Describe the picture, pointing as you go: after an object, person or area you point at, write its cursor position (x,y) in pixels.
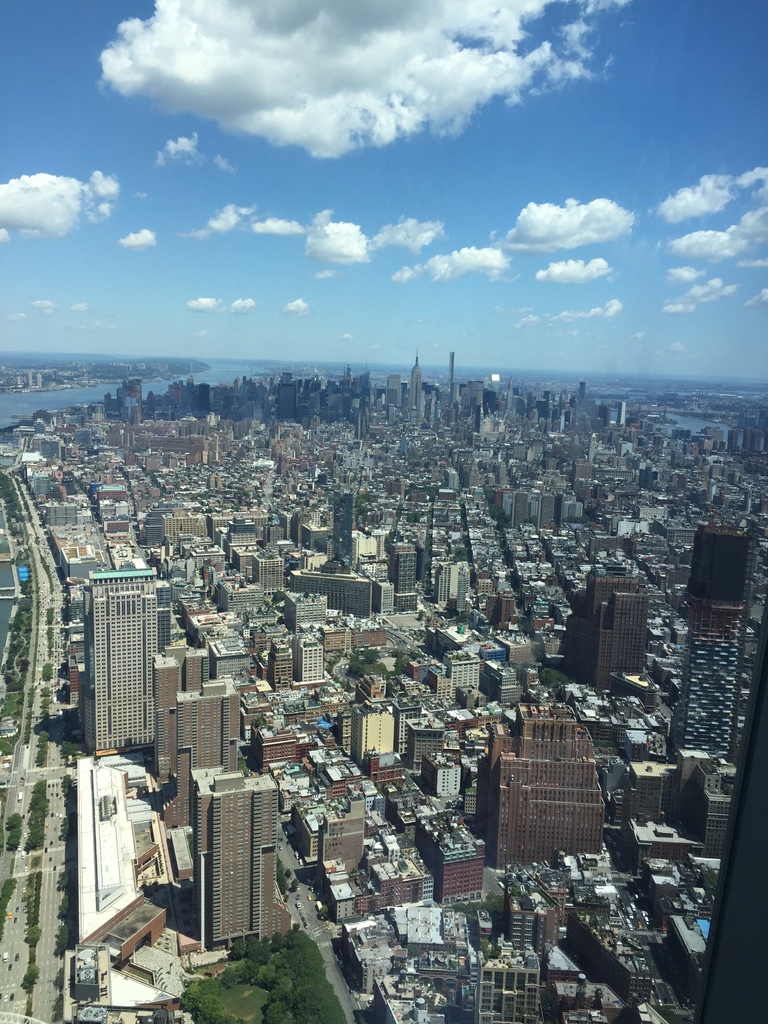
In this picture we can see buildings (411,597), trees (303,983), roads (59,725), vehicles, towers (395,400) and water (65,396), there is the sky (288,143) at the top of the picture (423,136).
